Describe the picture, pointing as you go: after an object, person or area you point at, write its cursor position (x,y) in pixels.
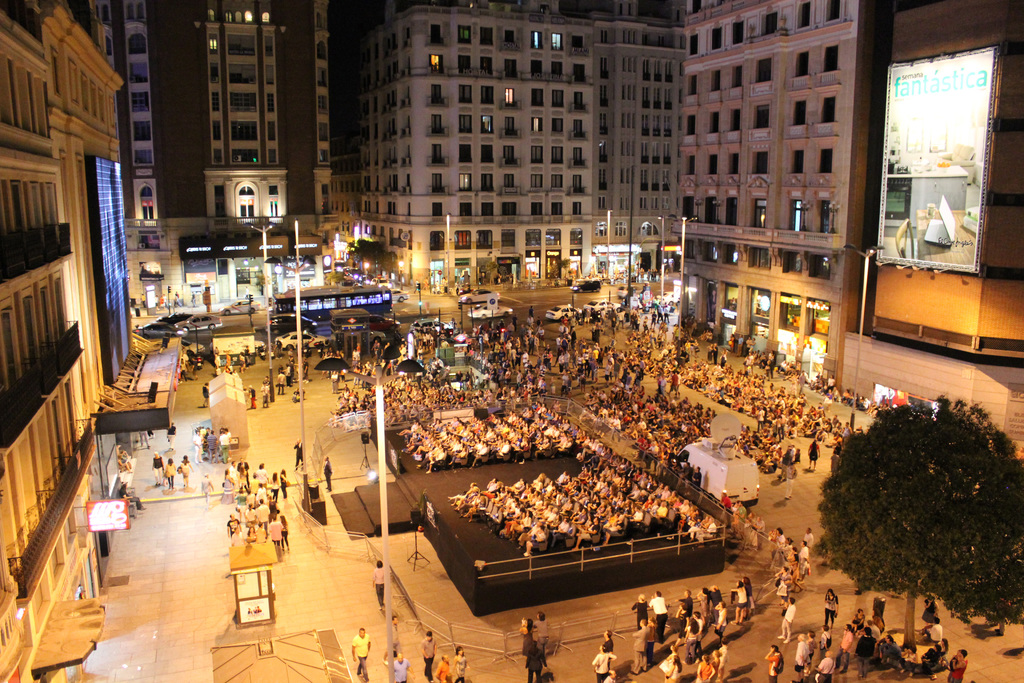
In this image I see number of people (474,387) and I see the vehicles (375,286) on the road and I see the poles (610,240) and I see number of buildings (533,205) and I see a tree (886,504) over here.
